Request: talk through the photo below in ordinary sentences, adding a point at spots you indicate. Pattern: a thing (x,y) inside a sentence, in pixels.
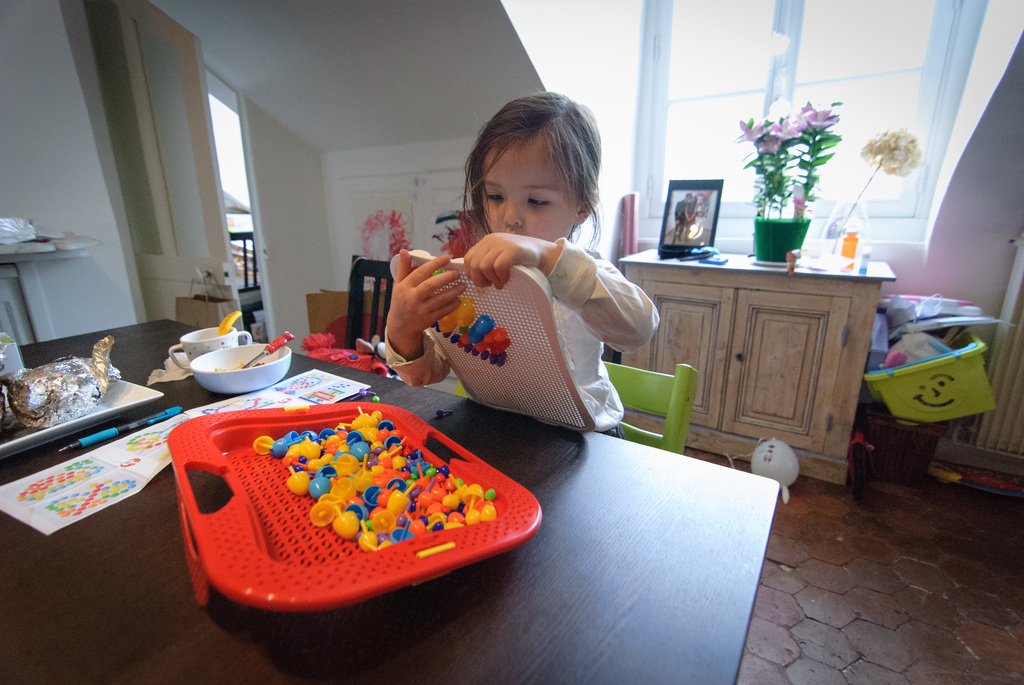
In the center of the image (618,270) a girl (599,282) is sitting on a chair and holding a toy (510,294) in her hand (497,238). At the bottom of the image (569,480) there is a table (215,493). On the table (181,552) we can see toys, paper (107,462), pen (140,424), plate (101,403), bowl (219,365) of food item (238,365), spoons (275,347) are there. In the background of the image (451,201) we can see door (151,253), wall (398,189), table (748,264), flower pots (781,235), bottles (862,255), photo frame (716,214), window (858,133), some objects (936,338) are there. At the bottom of the image (939,655) there is a floor (954,578).
